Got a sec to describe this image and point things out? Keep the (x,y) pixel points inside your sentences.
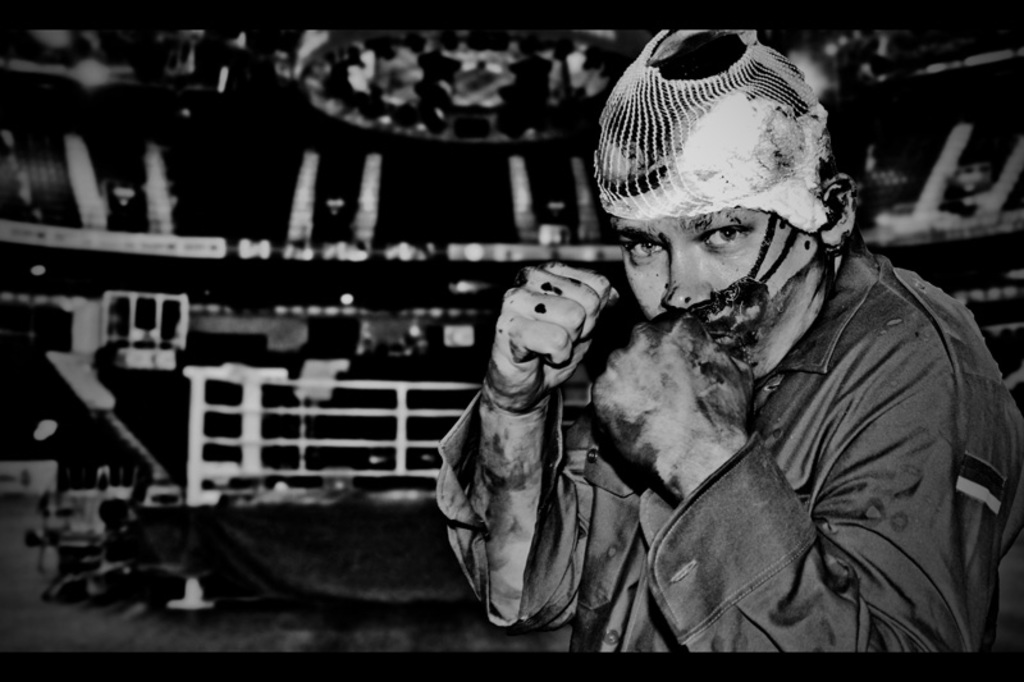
In this picture we can see a man (668,326), and it is black and white photography.
